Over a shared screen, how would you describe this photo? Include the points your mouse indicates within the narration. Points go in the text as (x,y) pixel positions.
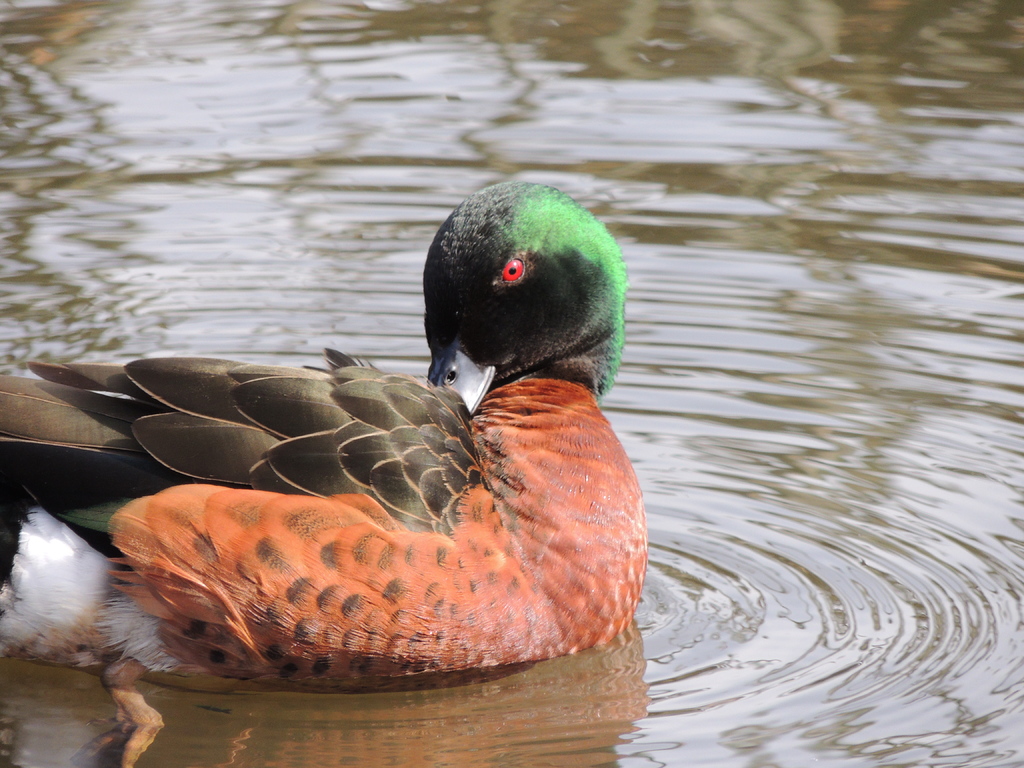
In this image, we can see a duck (346,528) in the water (921,170).
